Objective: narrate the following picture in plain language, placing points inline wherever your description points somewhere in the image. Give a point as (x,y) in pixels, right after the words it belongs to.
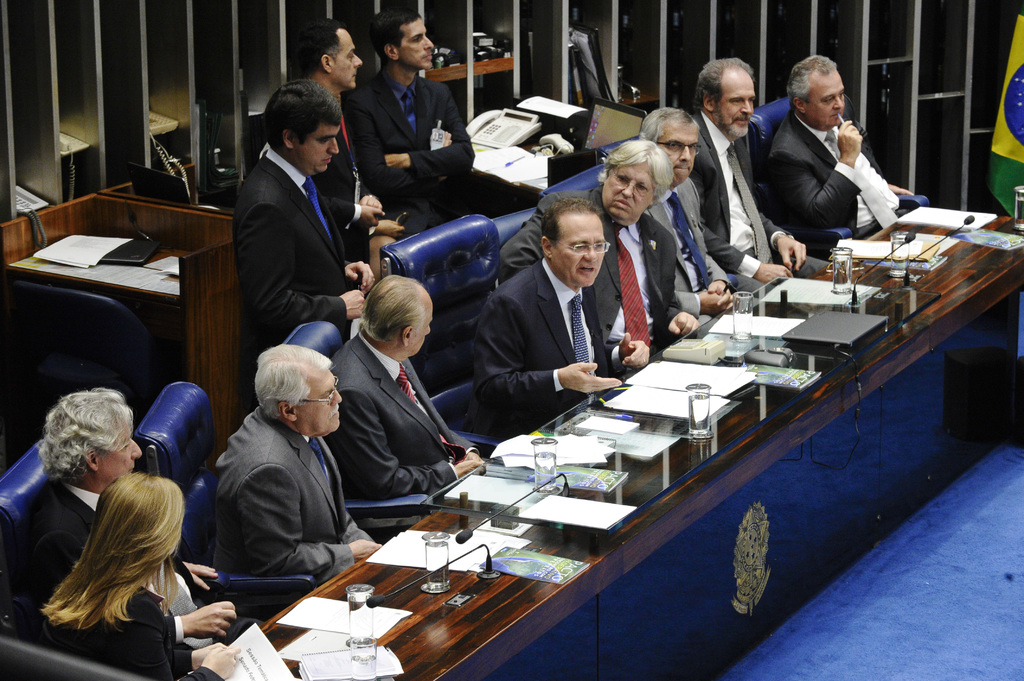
In this image I can see number of persons (385,460) are sitting on chairs (479,289) which are blue in color. I can see a desk (651,439) and on the desk (494,584) I can see few papers (484,491), few glasses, few microphones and few other objects (753,370). In the background (396,162) I can see few persons (395,177) standing, few papers (166,288), a desk (190,241) with few papers (158,278) and few objects (121,251) on it and to the right side of the image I can see a flag (1017,182).
